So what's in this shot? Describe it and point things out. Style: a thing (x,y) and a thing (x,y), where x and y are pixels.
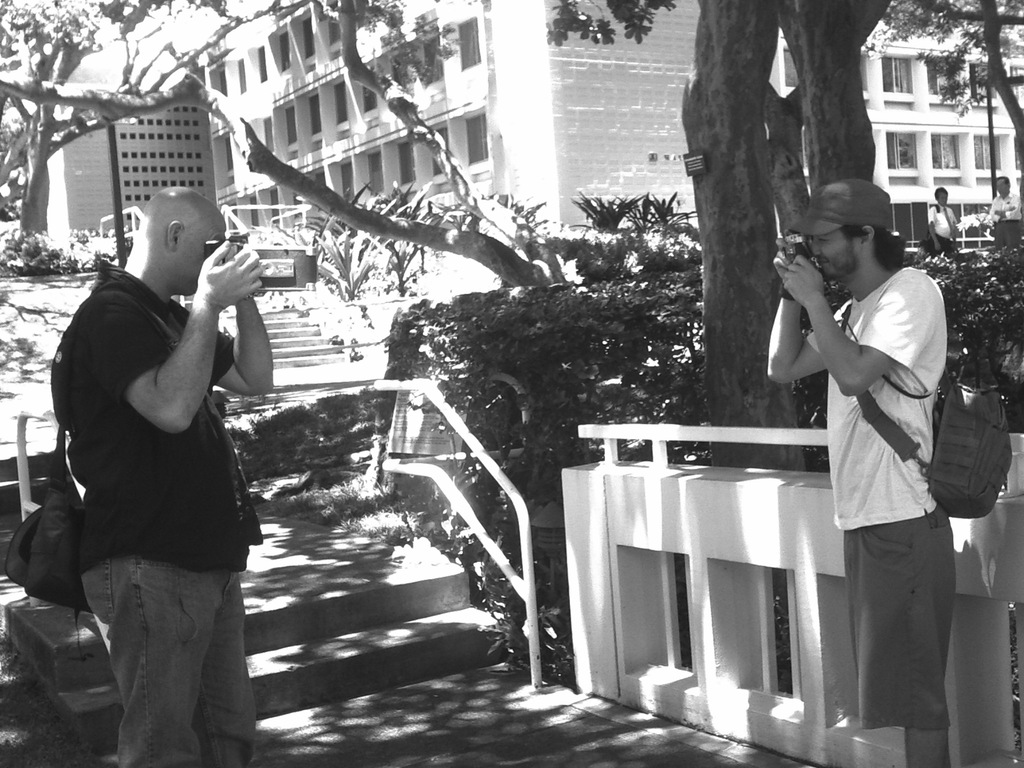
In this image I can see two persons (918,318) standing, they are holding cameras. Background (932,193) I can see two other persons (1021,246) standing, trees (124,24), buildings (541,131) and sky (139,24), and the image is in black and white.
